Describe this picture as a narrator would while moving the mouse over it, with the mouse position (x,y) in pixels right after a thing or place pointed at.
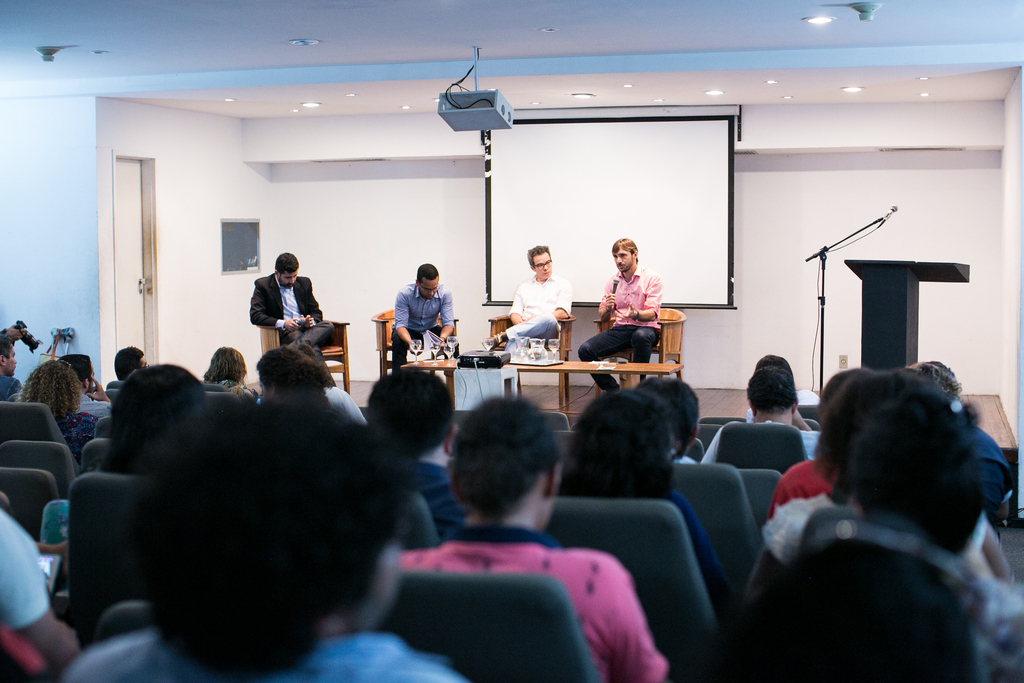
There are people (941,629) sitting in the foreground area of the image (498,395), there are people (506,342) sitting on the stage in front of a table (626,365), there are glasses (542,358) and other objects (534,345) on the table (561,369), there is a desk (885,280), mic (825,260), projector screen (594,172), lamps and a door (134,161) in the background (535,180).
